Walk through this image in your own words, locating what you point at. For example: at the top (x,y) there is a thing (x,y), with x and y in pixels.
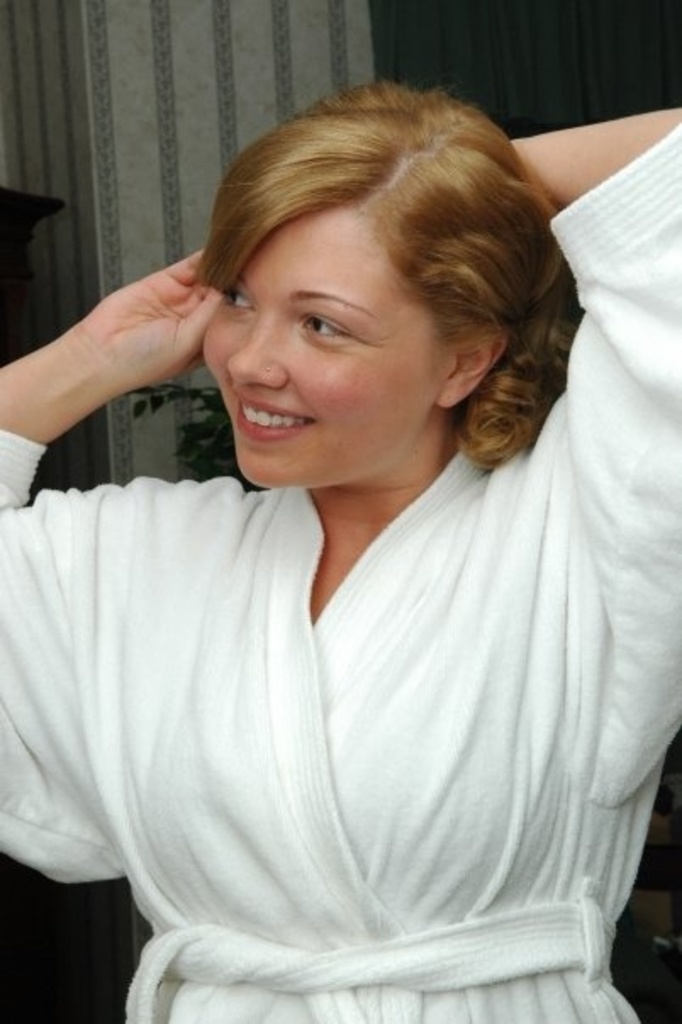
In this image there is a girl (408,648) in the middle (379,594) who is wearing the white dress (428,634). She is keeping the clip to her hair (232,192). In the background (214,81) there is a wall (198,75). In front of the wall (161,434) there is a plant (184,424).
